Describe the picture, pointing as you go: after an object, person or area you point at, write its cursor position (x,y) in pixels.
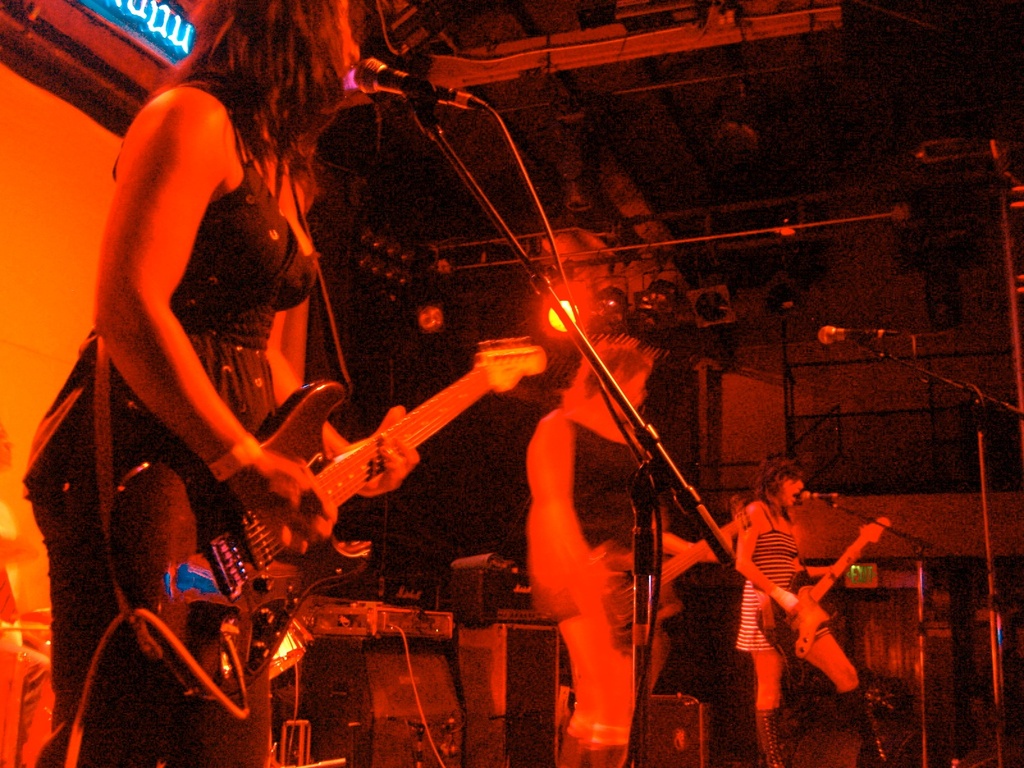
This picture shows a woman (176,345) holding a guitar (244,533) on the stage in front of a microphone (383,71) and a stand (640,562). In the background (579,573), there are another two members (760,663) holding guitars (789,630) and singing. Behind them there is musical equipment (401,640).
